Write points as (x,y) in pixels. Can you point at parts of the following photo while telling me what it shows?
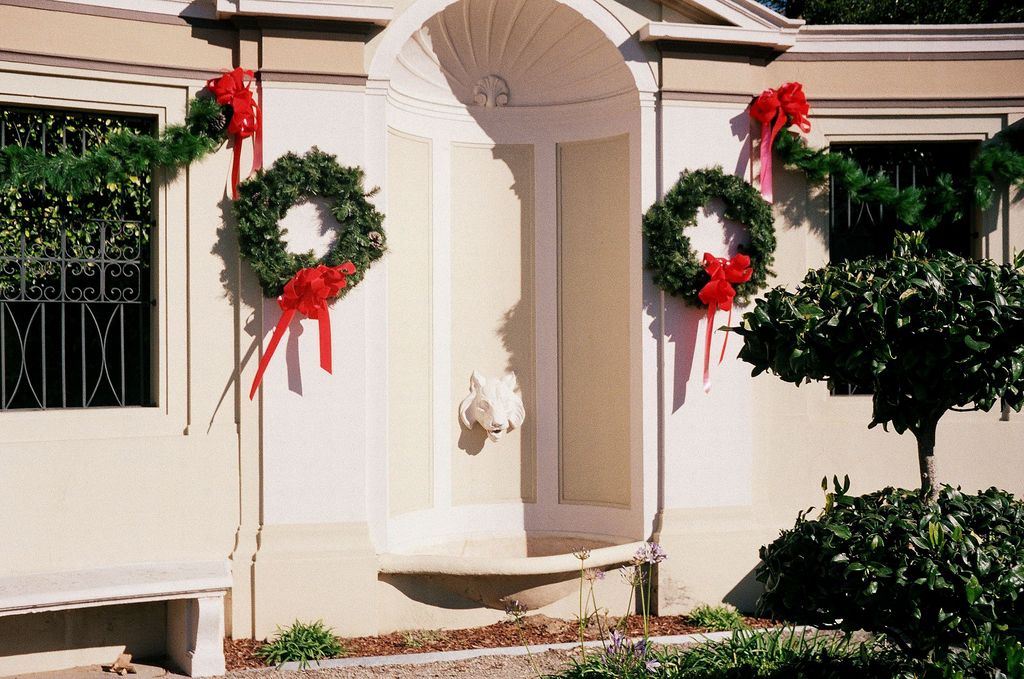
In the picture we can see a house wall (227,552) with two windows (3,355) and some decorations (995,166) on the wall (251,485) and near it we can see some plants (959,386) and grass surface (873,677).
